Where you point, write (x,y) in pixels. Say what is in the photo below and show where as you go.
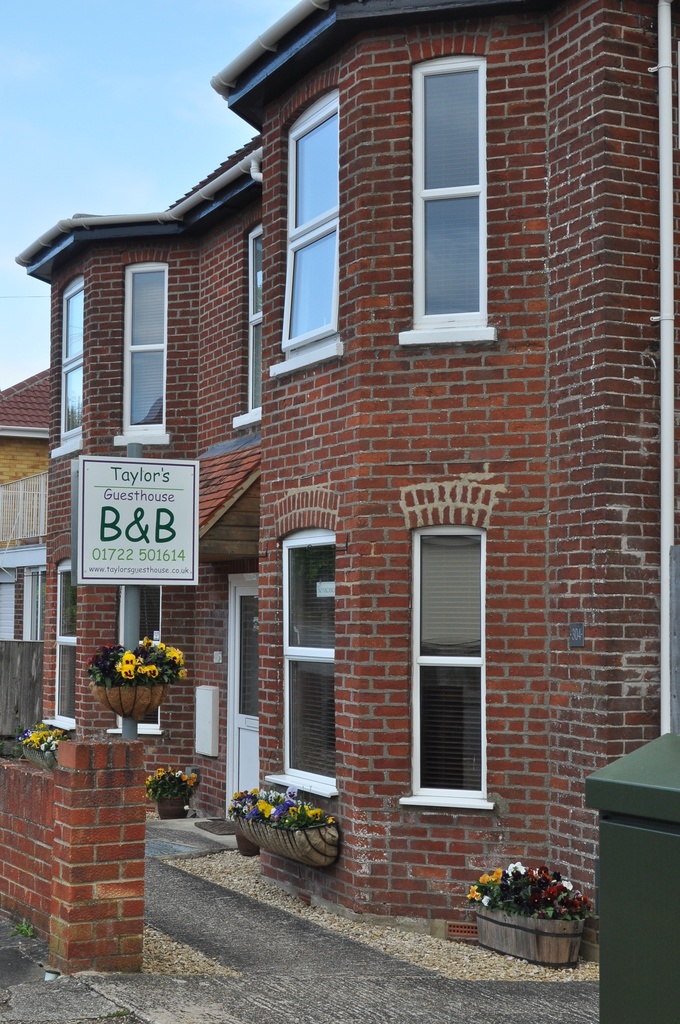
This picture is clicked outside. On the right (485,941) we can see the flowers (514,906) and the pots (519,940) and we can see the building (592,364) and the windows (329,278) of the building (319,681) and a red color brick wall (579,294) of the building (371,305). In the background (191,15) there is a sky (159,29).
